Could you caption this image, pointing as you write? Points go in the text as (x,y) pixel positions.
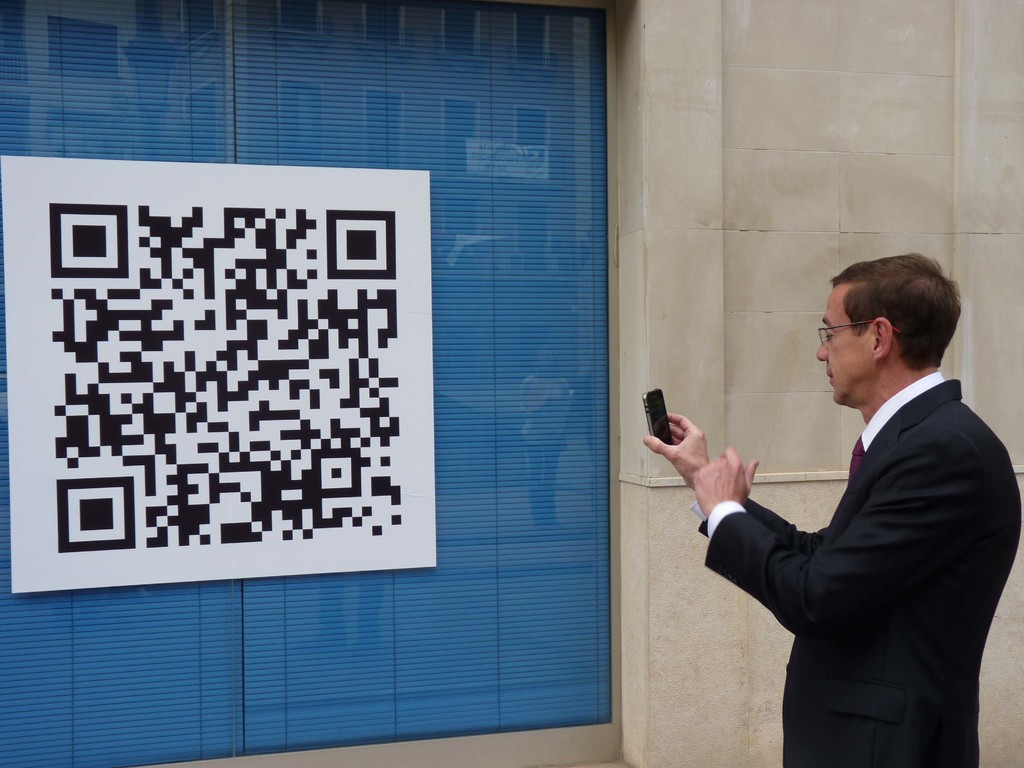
In this image we can see a person (801,555) standing and holding a mobile phone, also we can see a poster (134,579) and the wall (682,402).
